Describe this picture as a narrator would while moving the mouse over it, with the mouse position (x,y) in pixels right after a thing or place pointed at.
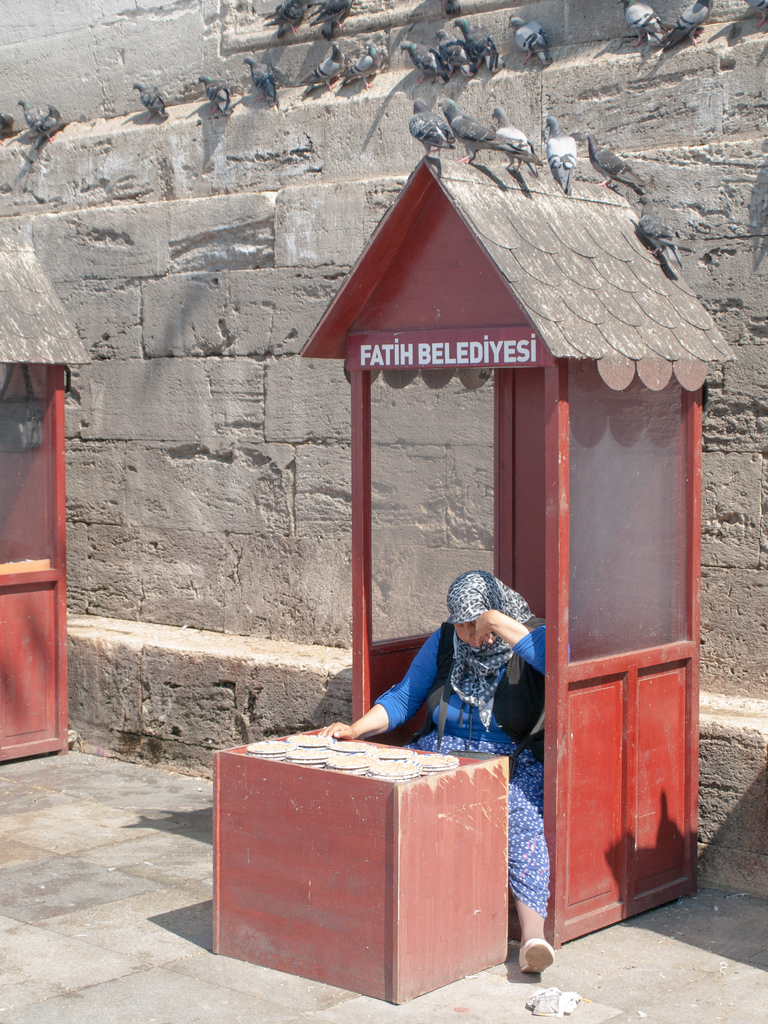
In this image I can see a woman (468,660). I can see a cabin (519,452) with some text (479,356) written on it. I can see something on the table (337,778). In the background (177,302), I can see the wall (207,249) and the birds (594,164).
